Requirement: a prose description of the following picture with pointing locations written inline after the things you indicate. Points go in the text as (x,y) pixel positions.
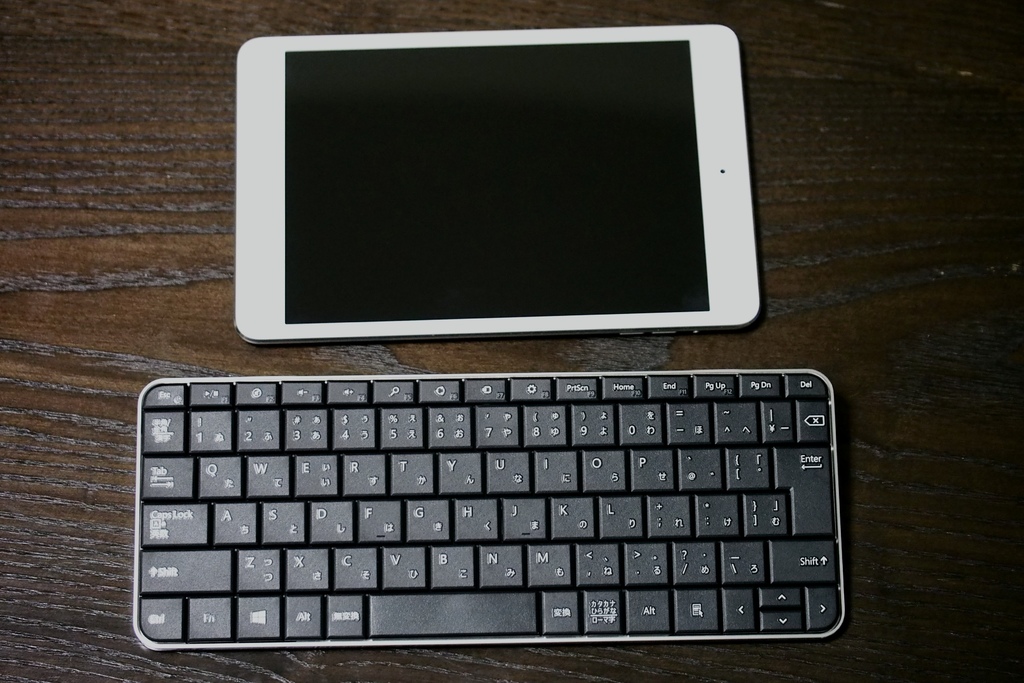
In this image I can see the iPad (385,212) and the keyboard (406,494). These are on the brown color surface (68,390).
